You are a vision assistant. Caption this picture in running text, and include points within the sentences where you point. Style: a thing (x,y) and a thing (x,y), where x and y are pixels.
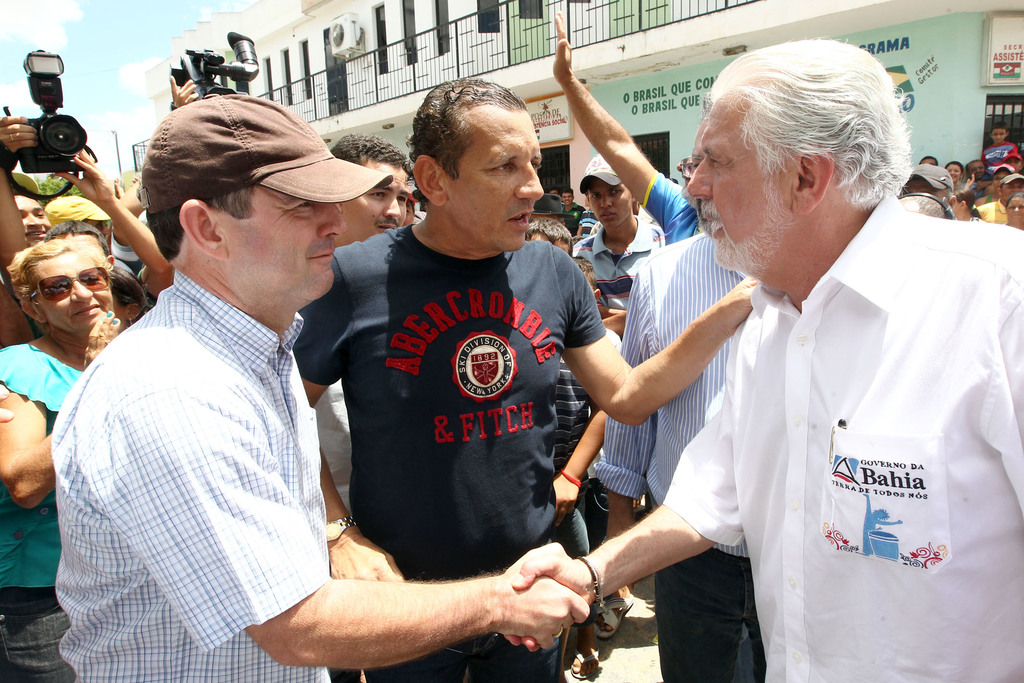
There is a crowd (591,218). Some are wearing caps (196,103). A person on the left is wearing goggles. And some are holding cameras (76,132). In the back (316,73) there is a building (298,84) with windows (306,53), railing (400,71) and AC (352,30). On the building (557,92) something is written.
